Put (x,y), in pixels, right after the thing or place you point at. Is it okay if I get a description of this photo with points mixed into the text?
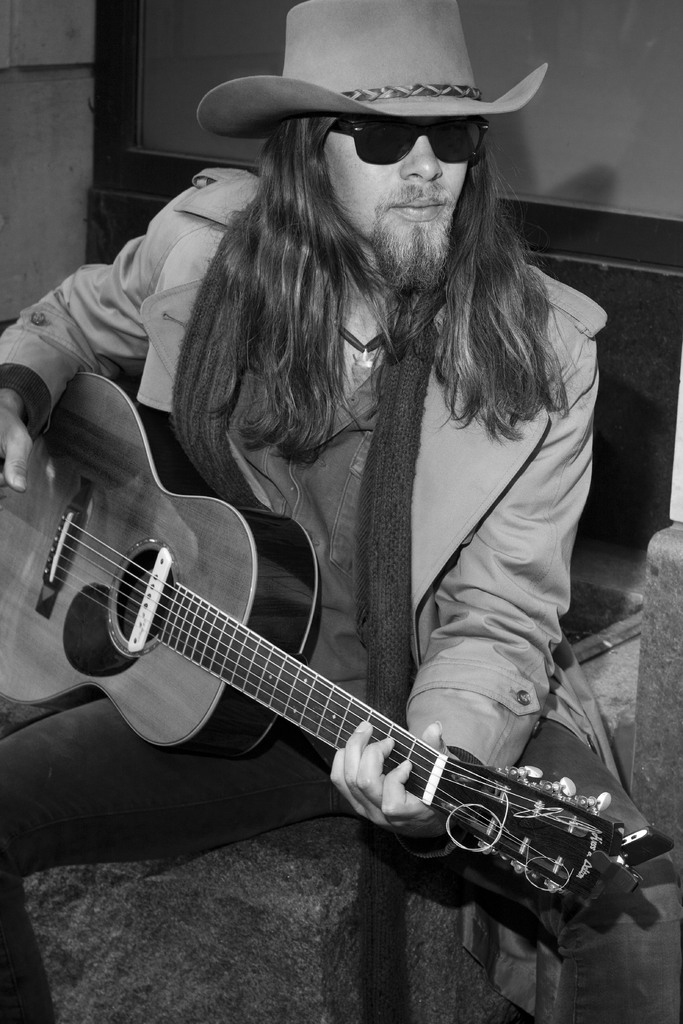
In this image I can see a man (79,326) is sitting and holding a guitar (537,785). I can also see he is wearing a cap (434,10) and shades (478,146).
